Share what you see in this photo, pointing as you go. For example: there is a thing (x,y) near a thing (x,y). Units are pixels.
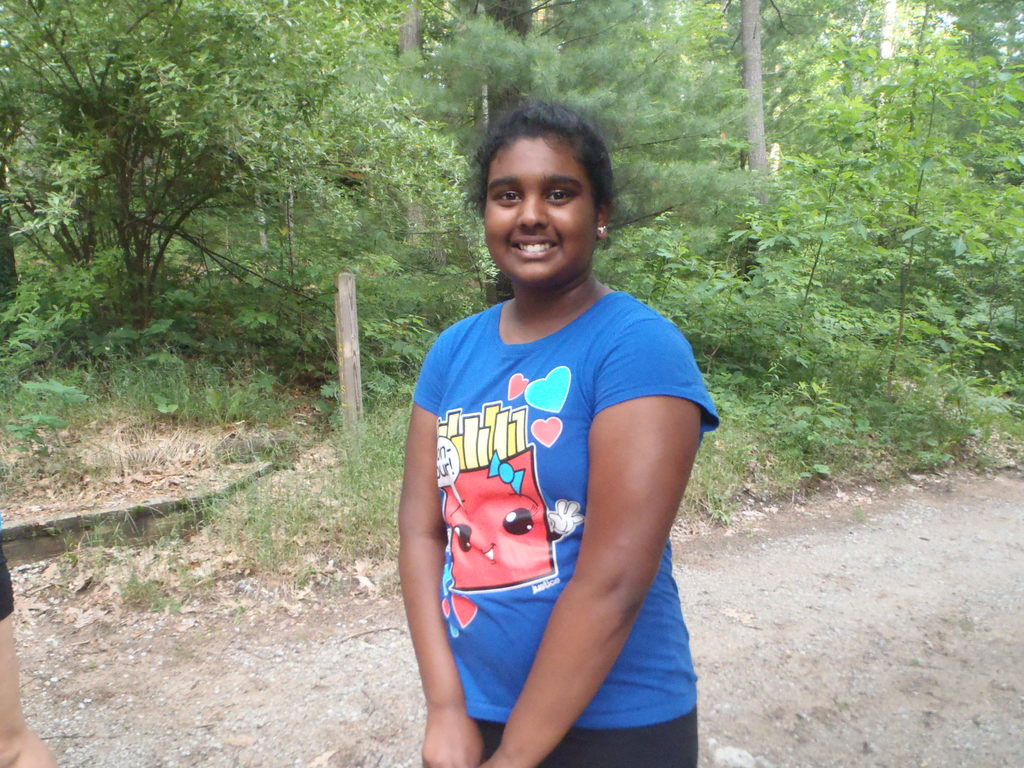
As we can see in the image there are trees (308,162), grass (850,434) and in the front (561,714) there is a woman (491,355) wearing blue color t shirt (525,416).
